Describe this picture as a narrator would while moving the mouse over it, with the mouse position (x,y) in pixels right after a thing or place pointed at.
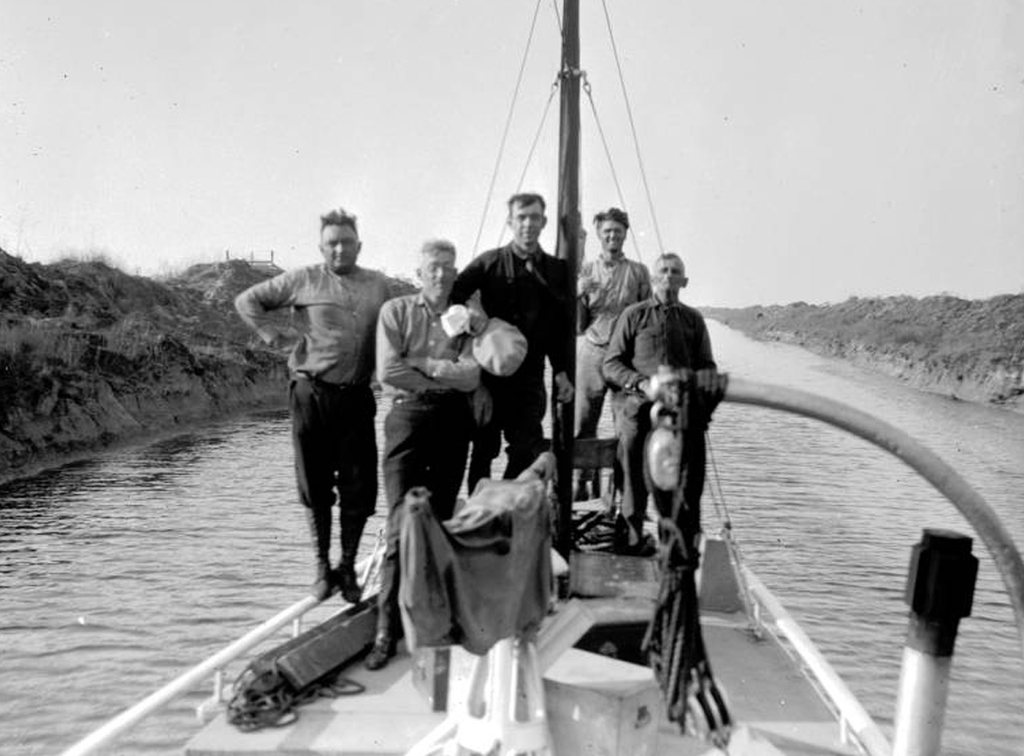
This is a black and white image. In the center of the image (603,286) there are people (395,555) standing in a boat (661,497). In the background of the image (546,386) there is water (731,339). There is sky (439,150).
